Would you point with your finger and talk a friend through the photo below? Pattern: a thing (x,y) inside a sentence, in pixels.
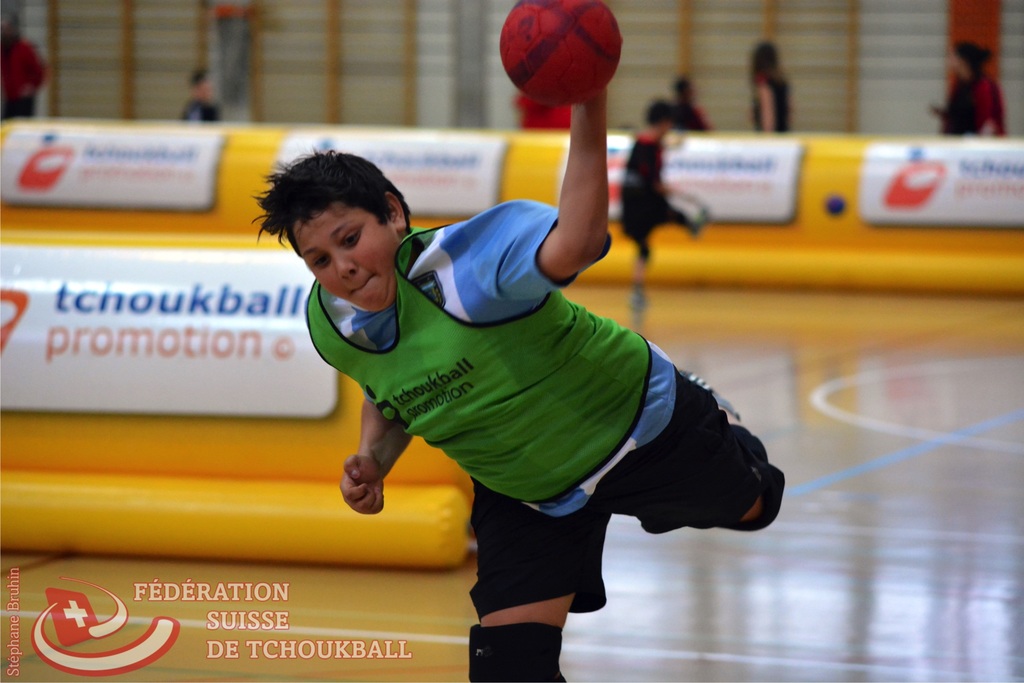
This is the picture of a boy (623,469) who is holding a ball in his left hand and throwing it and behind there is a yellow color air ball (184,346) and some people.
